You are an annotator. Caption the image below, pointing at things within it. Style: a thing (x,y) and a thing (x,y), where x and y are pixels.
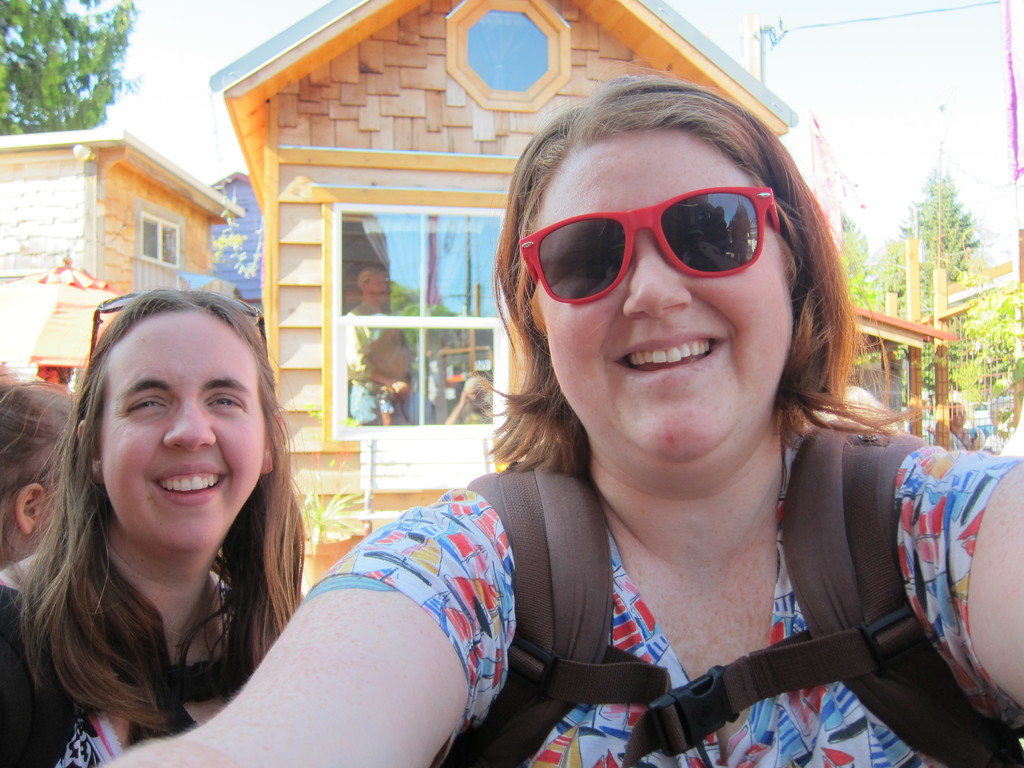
In this image, we can see ladies (527,358) smiling and in the background (312,147), there are buildings (145,163) and trees (962,226).
